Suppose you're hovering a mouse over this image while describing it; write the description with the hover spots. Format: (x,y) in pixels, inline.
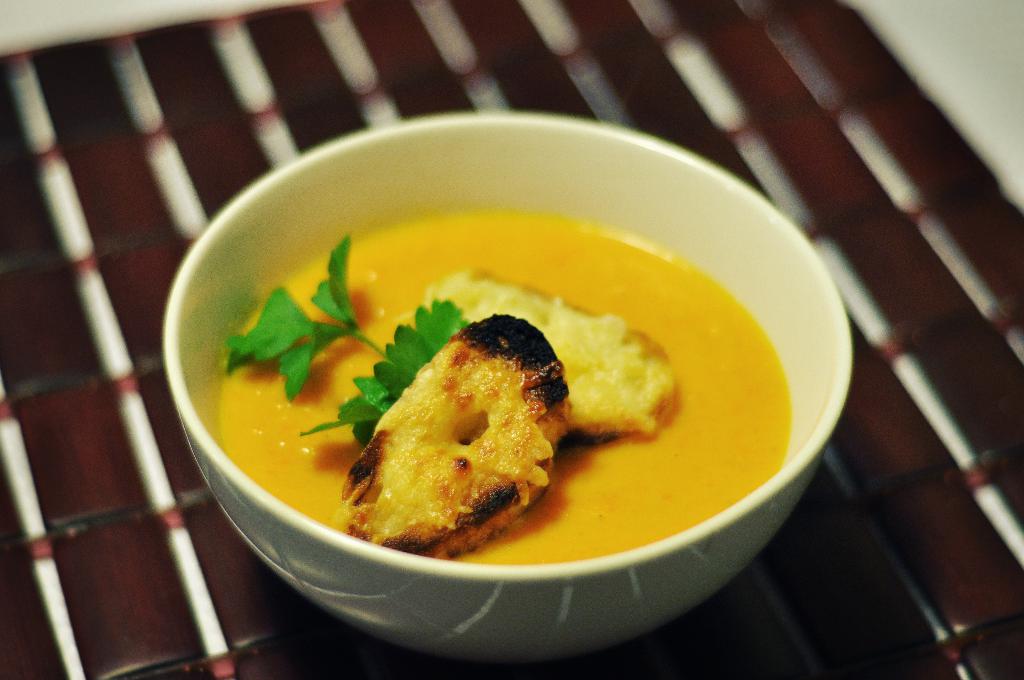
In this image we can see one white bowl (480,121) with food (523,464) on the surface (527,109) which looks like a table (977,270). There are two white objects (79,23) on the top left (95,13) and right side (1008,88) corner of the image.
